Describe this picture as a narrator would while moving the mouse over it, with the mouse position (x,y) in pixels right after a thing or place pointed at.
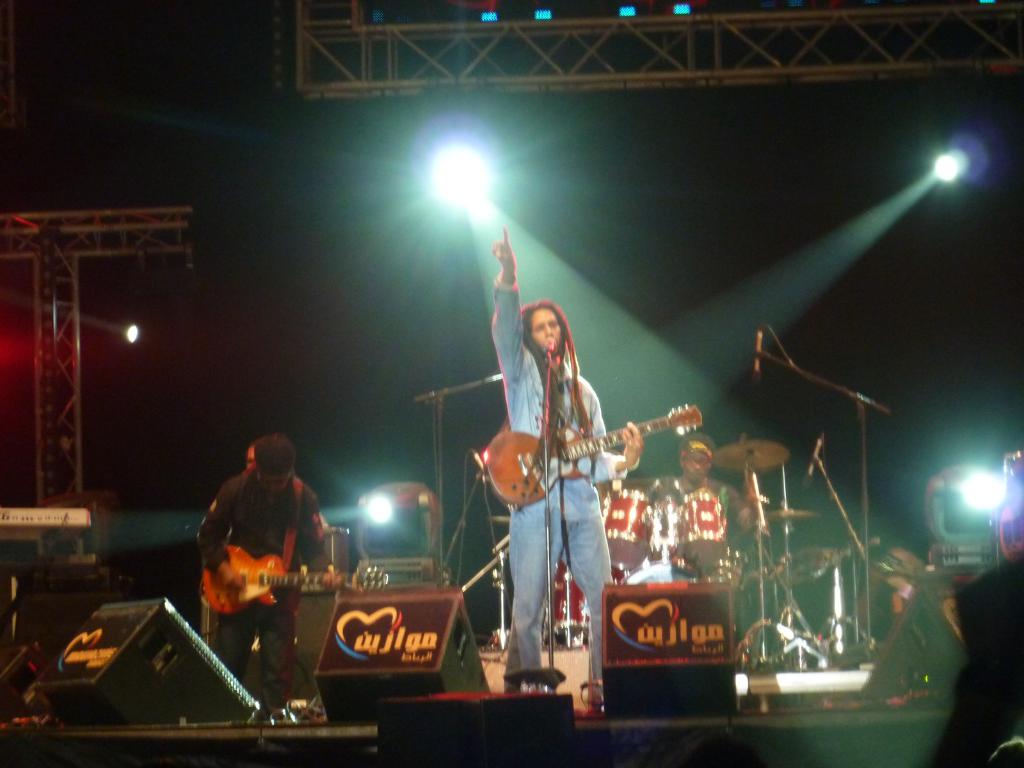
In this image I can see three men (220,546) where two of them are standing and holding a guitar (503,443), in the background (693,453) I can see he is sitting next to a drum set (686,517). I can also see few mics (801,373) and few lights (928,187).
